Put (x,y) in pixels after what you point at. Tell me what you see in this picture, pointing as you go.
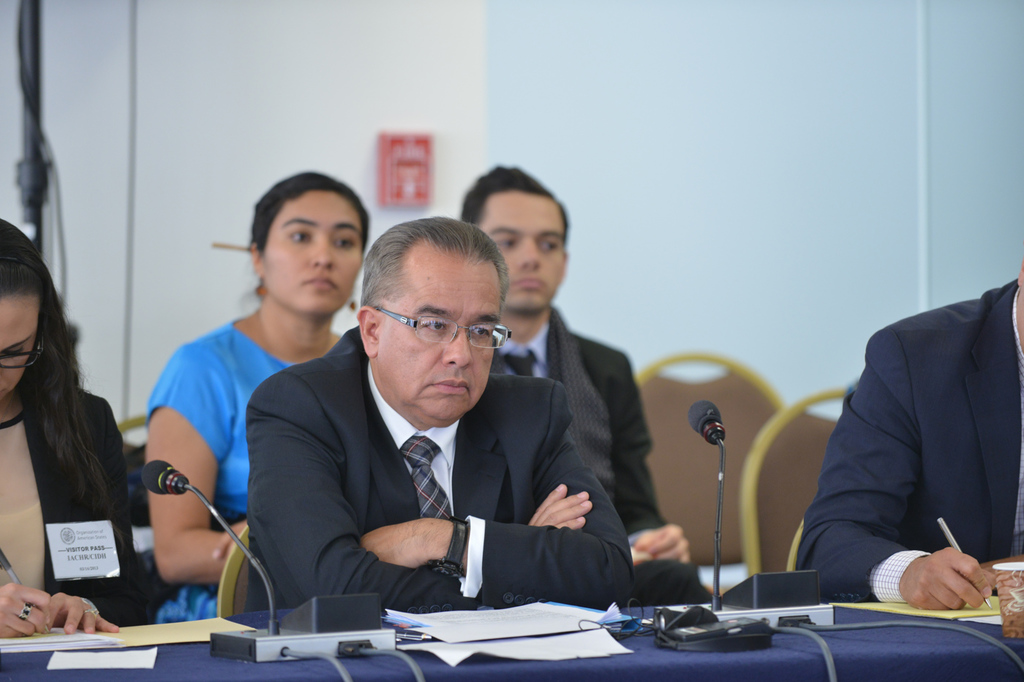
In the center of the image (433,306) we can see some persons (507,241) are sitting on a chair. At the bottom of the image (562,660) there is a table (619,629). On the table (499,643) we can see cloth (689,670), mics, papers (555,635), books (881,605), glass (1012,604). In the background of the image (582,269) we can see wall (624,142), board (383,157), stand (26,76). On the left side of the image (53,497) a lady (55,582) is writing by using pen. On the right side of the image (917,461) a man (948,451) is writing by using pen (986,603).
